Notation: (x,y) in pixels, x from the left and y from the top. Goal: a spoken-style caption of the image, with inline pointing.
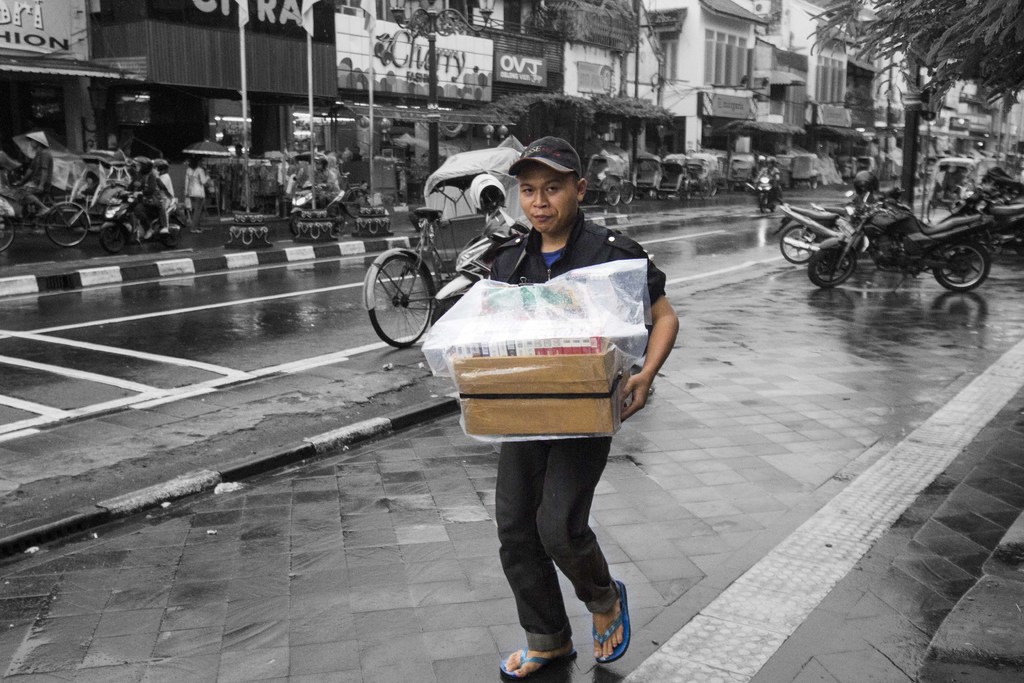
In this image we can see a person (522,558) holding a box (504,414), there are some motorcycles (492,226), and bicycles (439,266) on the road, we can see a tree (953,58), houses (985,96), and some boards (351,63) with some text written on it, there are some poles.
